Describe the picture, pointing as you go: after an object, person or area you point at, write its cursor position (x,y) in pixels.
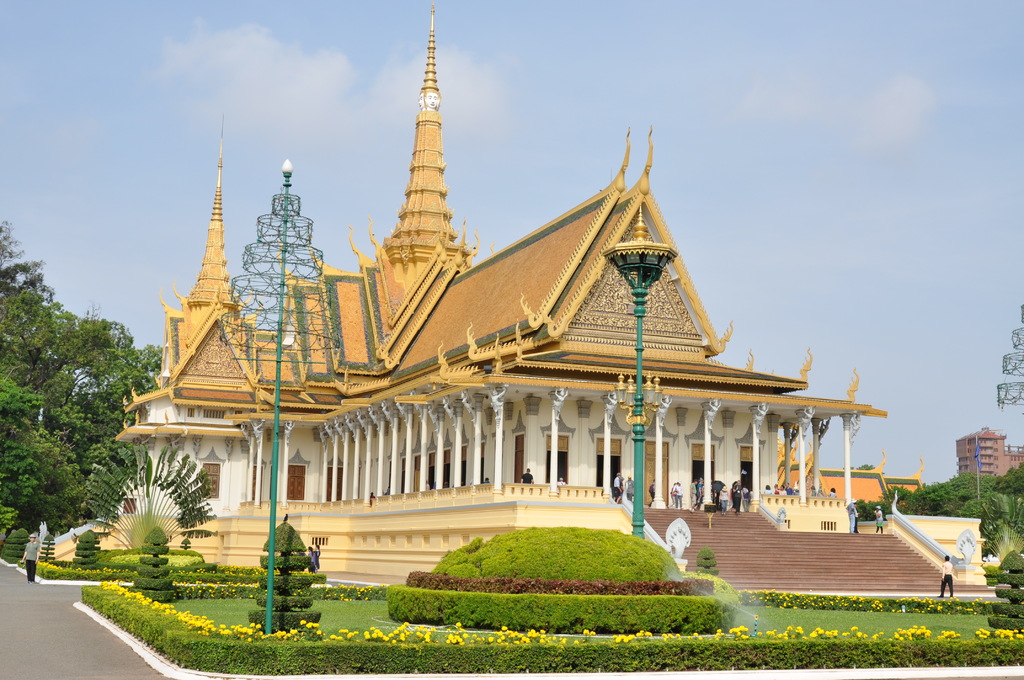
In this image, this looks like a palace (589,372). These are the pillars (500,431). I can see the sculptures (430,106). There are few people (741,489) walking. These are the stairs (762,578). This looks like a light pole (667,251). I can see the bushes (154,581) and plants (237,628) with the flowers (142,597). These are the trees (45,413). Here is a person (36,558) standing on the pathway (38,632). In the background (984,468), that looks like a building (992,458).
